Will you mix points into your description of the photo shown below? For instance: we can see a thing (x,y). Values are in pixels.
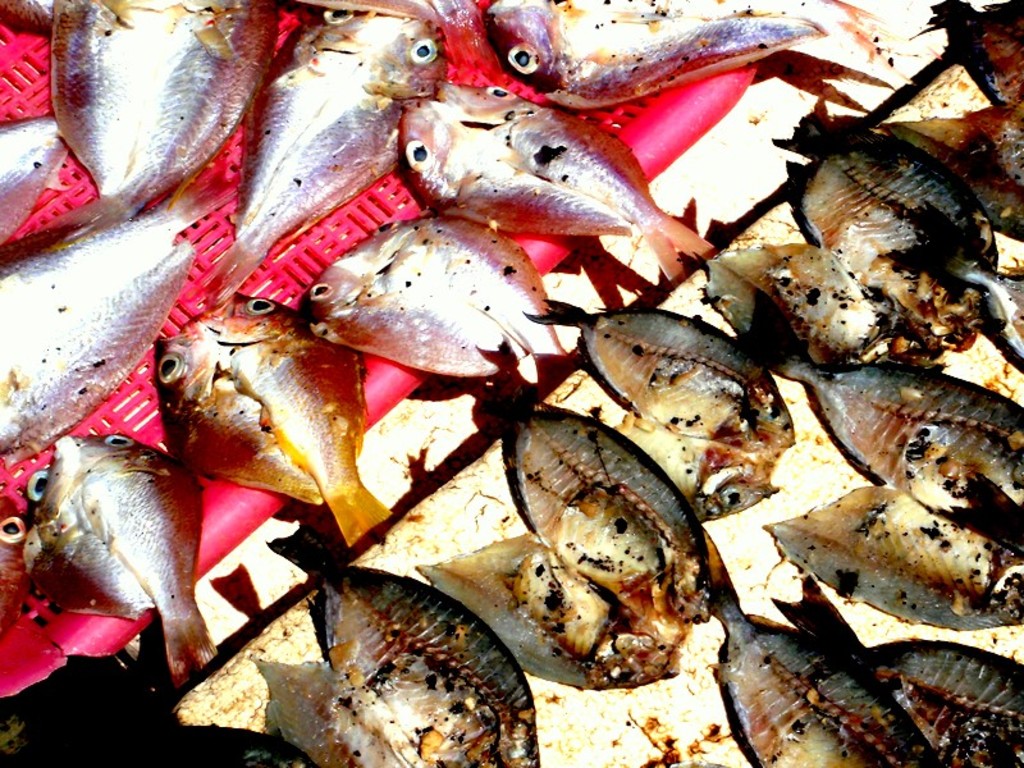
In this image in front (557,595) there are fishes (56,473) on the table (235,594).
